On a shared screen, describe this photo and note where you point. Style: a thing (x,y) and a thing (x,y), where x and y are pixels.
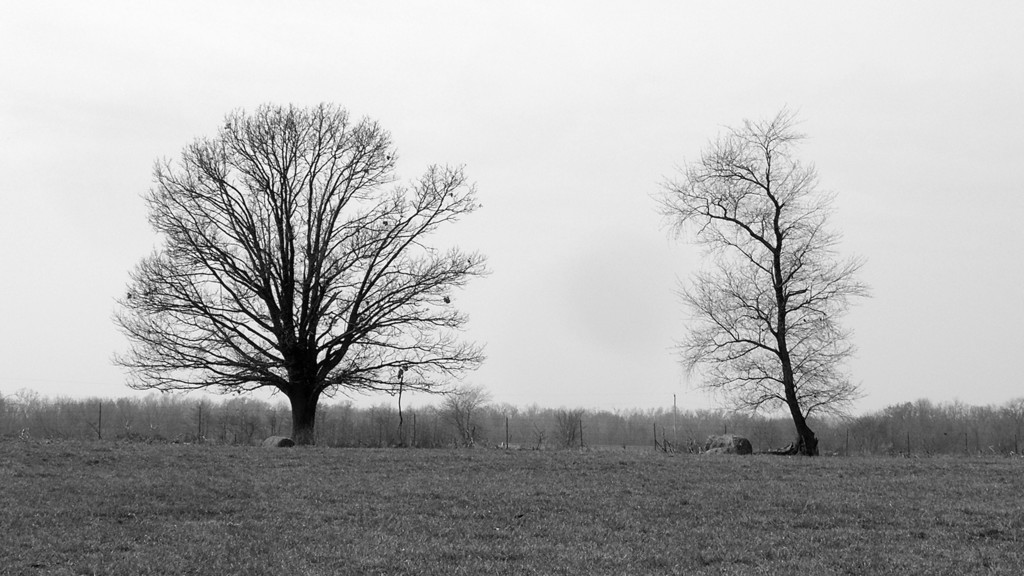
In this picture I can see few trees (307,375) in the middle (477,328), at the top (627,101) there is the sky (650,125). This image is in black and white color.
